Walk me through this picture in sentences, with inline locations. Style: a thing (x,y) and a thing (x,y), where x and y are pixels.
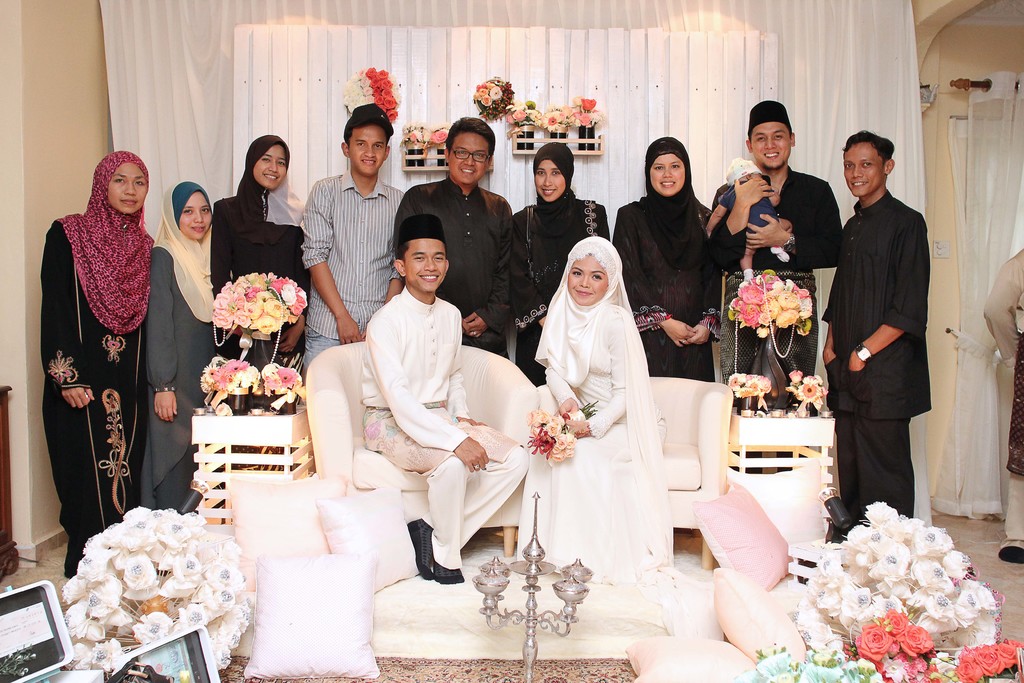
In this picture I can see two people (595,258) are sitting on the chairs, few people (520,263) are standing behind, around I can see some flowers (925,603).
